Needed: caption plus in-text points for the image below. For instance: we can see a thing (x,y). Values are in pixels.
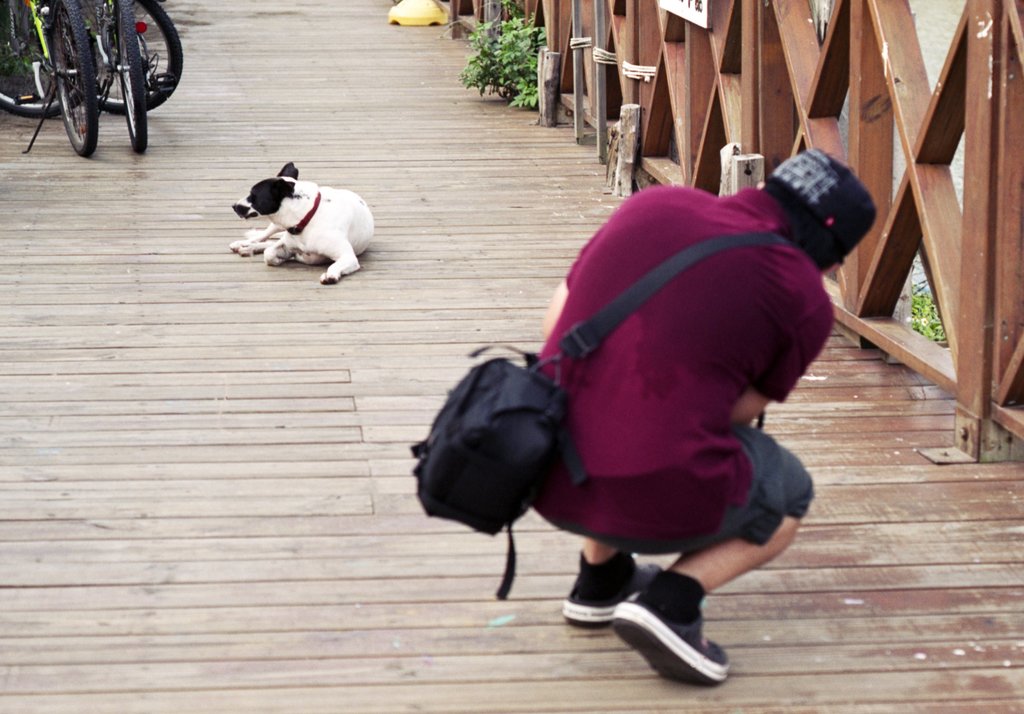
In this image I can see the person (702,446) with grey and pink color dress (716,405). I can see the person (644,376) wearing the bag (528,392). In-front of the person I can see the dog (295,219) which is in black and white color. To the left (142,82) there are bicycles (165,74). To the right (783,89) there is a railing (881,93) and the water (937,60). I can also see the plants (537,89). The person (657,376) is on the wooden surface (468,110).
